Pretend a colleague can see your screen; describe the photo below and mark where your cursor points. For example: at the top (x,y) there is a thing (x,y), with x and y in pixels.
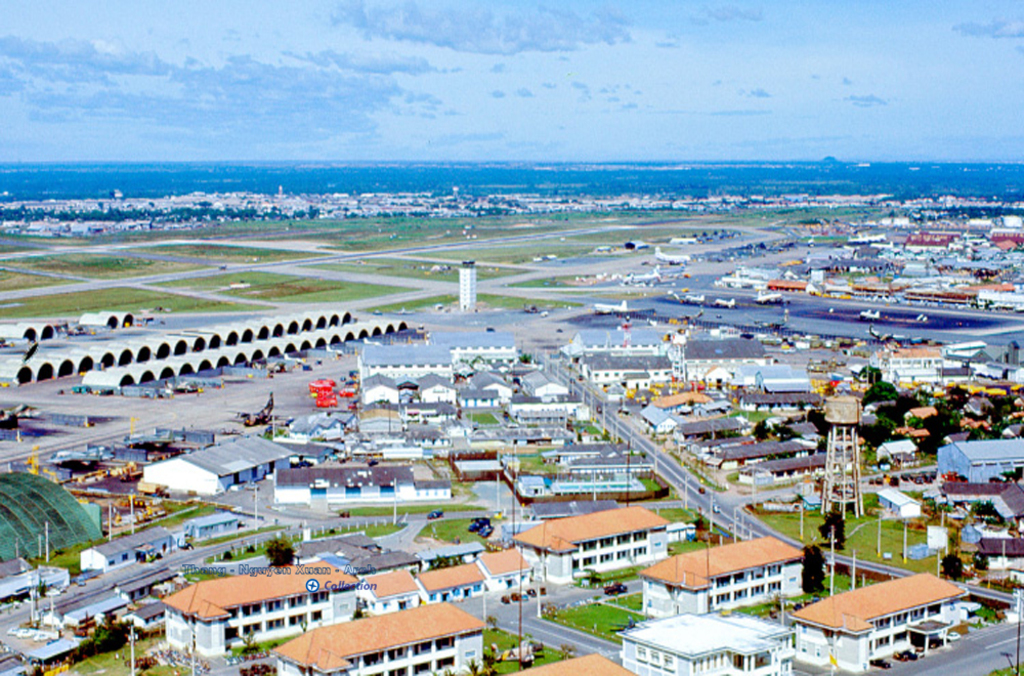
In this image we can see buildings (468,658), road (760,526), trees (839,523), vehicles (767,326), grass (604,577), poles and cloudy sky (628,56).
